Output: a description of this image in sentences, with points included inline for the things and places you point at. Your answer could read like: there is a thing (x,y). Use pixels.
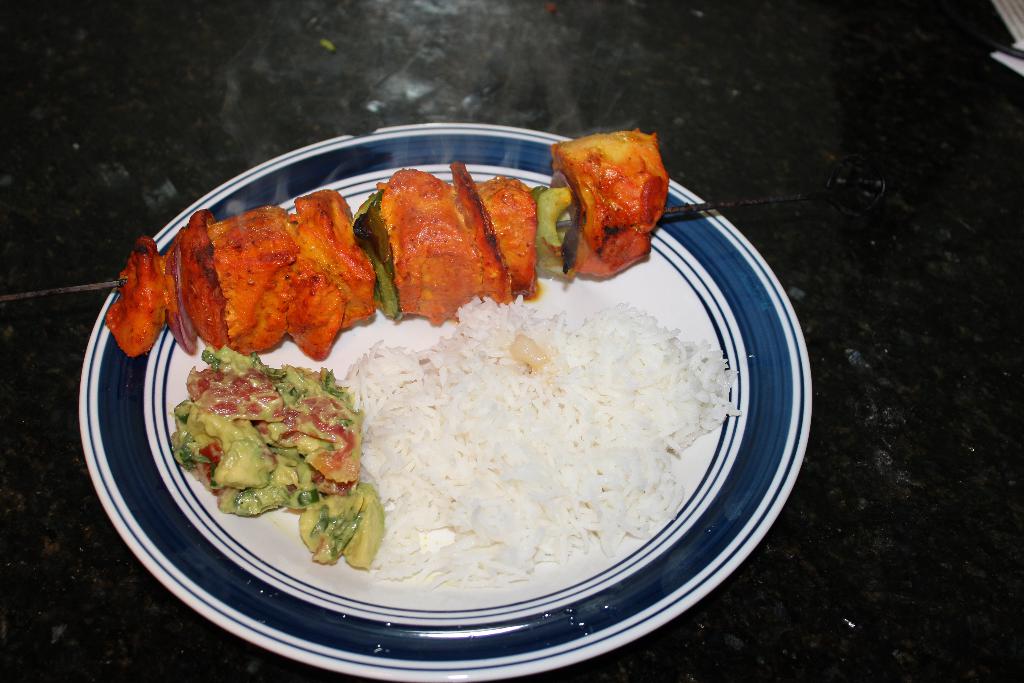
In the picture we can see a plate (343,610) with some rice (442,567), guacamole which is green in color and beside it we can see some roasted meat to the stick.
